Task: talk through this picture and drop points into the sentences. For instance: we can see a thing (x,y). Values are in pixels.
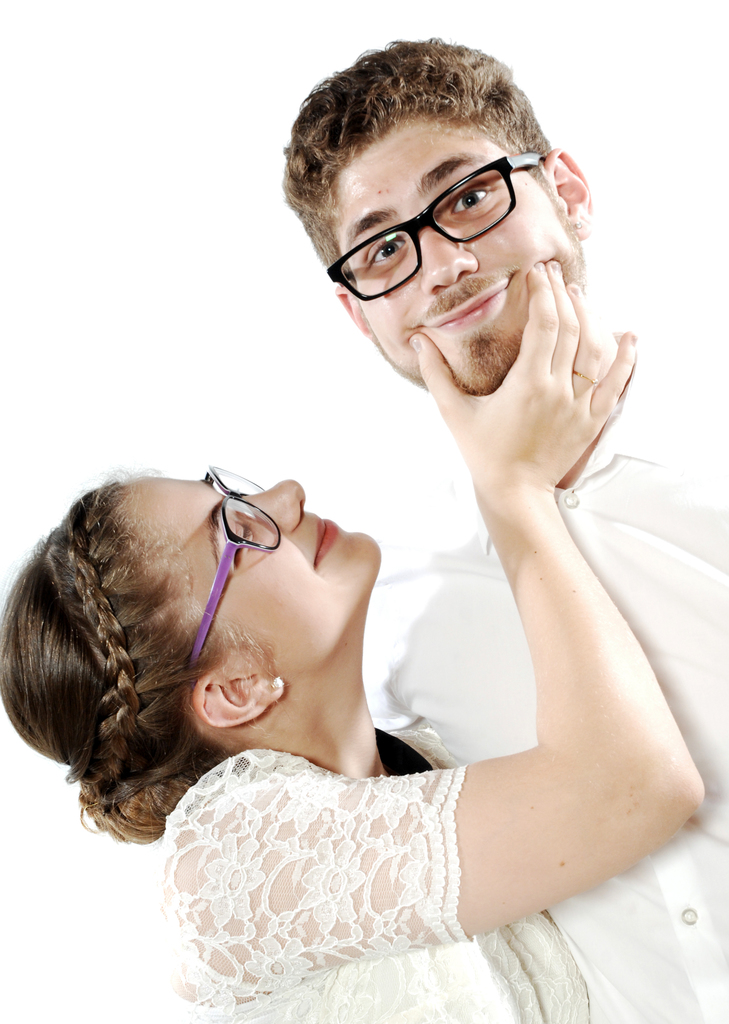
This is the man (454,719) and woman (293,764) smiling. They wore spectacles (246,528). The background (117,149) looks white in color.
